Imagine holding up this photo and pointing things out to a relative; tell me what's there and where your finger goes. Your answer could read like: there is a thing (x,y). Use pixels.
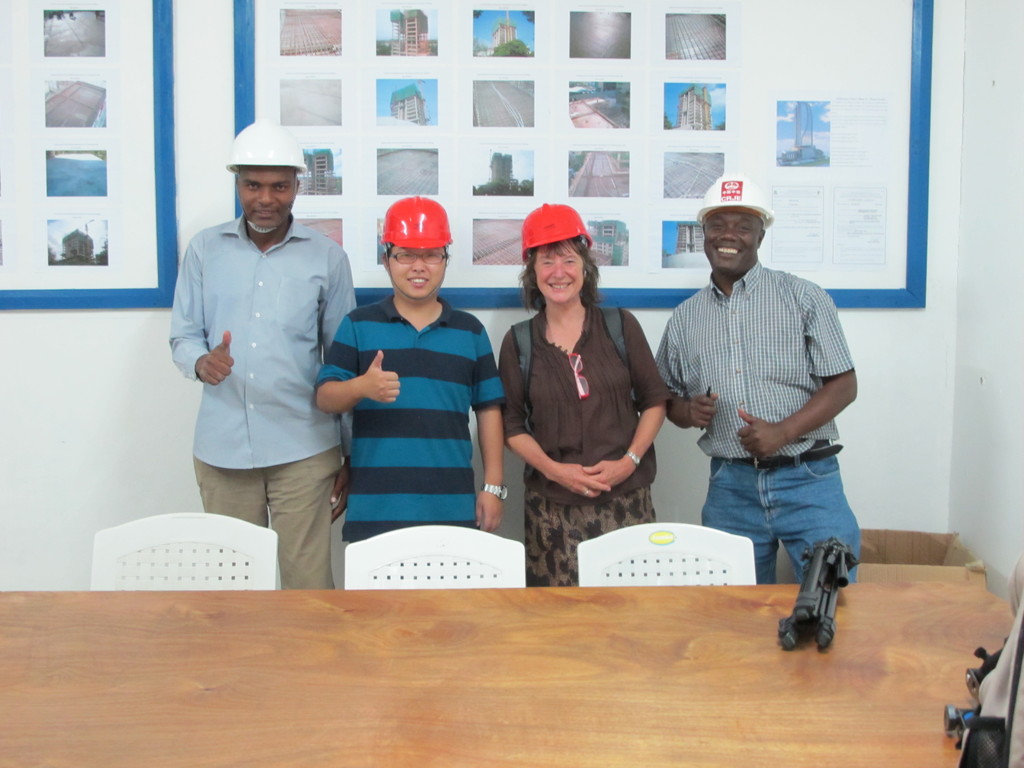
In this picture there are four members (484,379) standing behind the chairs (349,547) in front of a table (530,654), wearing a helmets (410,228). On the table (717,607), there is tool (817,598) placed here. In the background (87,392), there are some photographs (512,98) attached to the wall (191,94).
